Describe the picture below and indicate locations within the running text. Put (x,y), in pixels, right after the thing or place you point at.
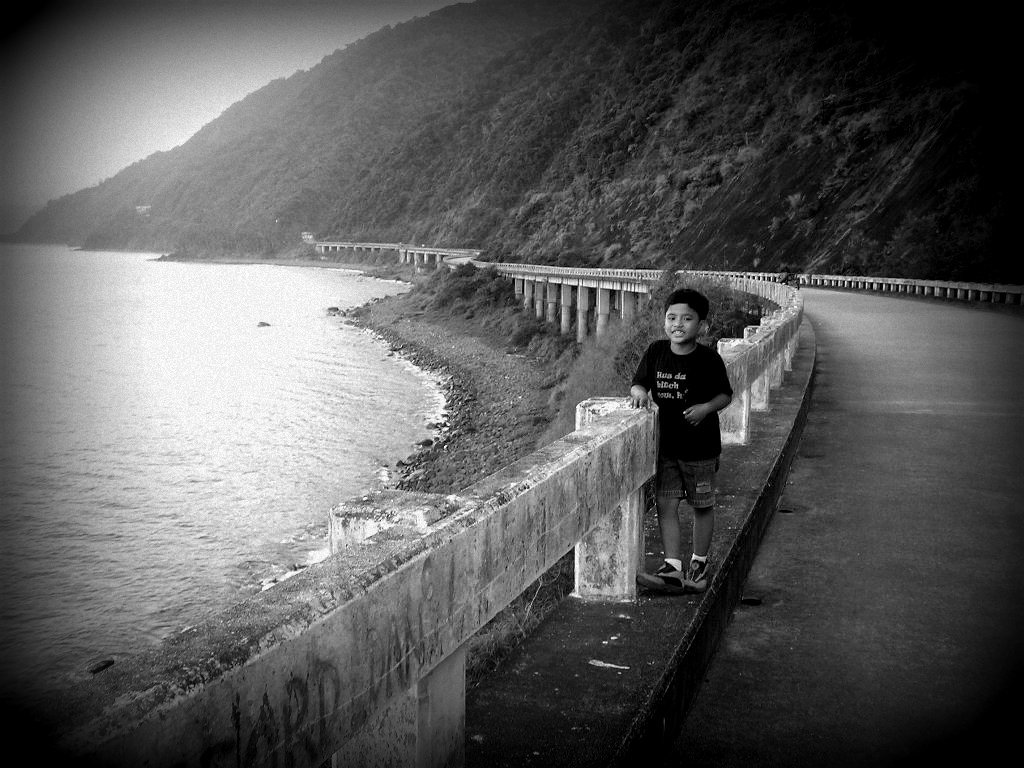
This is a black and white picture. The boy (695,383) in black T-shirt (710,392) is standing on the bridge (743,470). He is smiling and beside him, we see the railing (575,549). On the right side (865,451), we see the road (911,524). On the left side (234,308), we see the water (232,328) and this water (316,469) might be in the river (276,394). There are trees (489,160) and hills (636,205) in the background (443,197).
